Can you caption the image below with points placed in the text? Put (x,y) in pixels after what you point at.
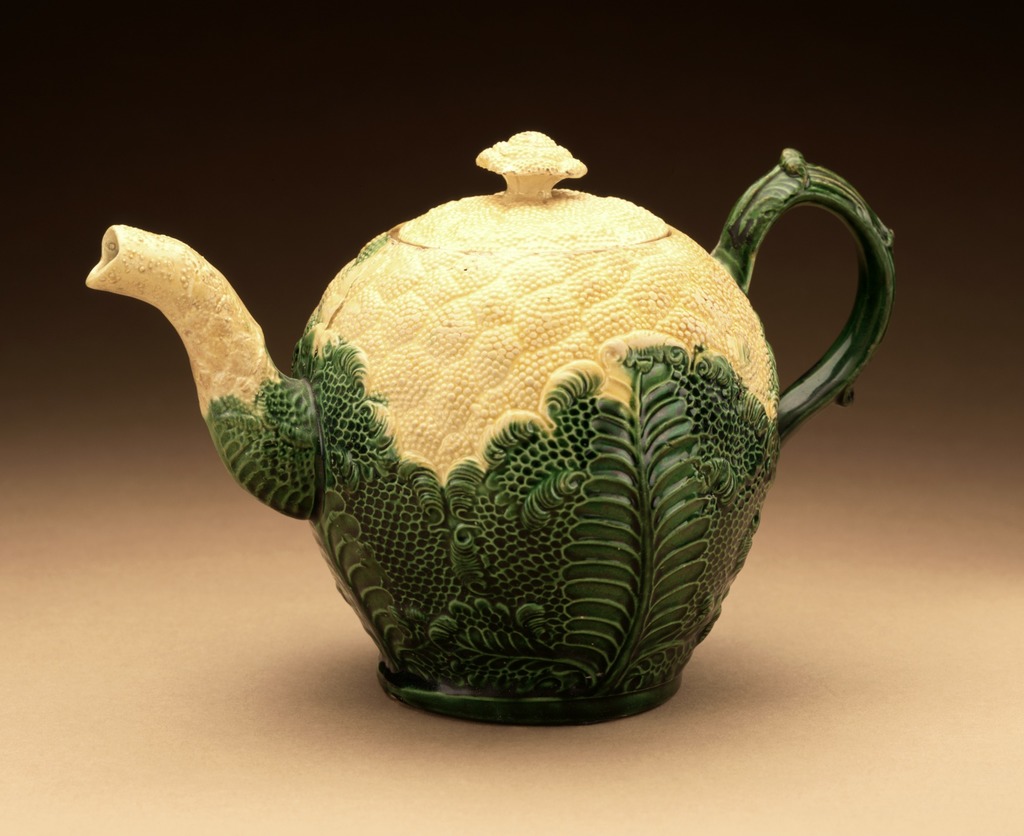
In this image we can see a tea jug (773,467) with a lid (453,213) is placed on the surface (863,761).
